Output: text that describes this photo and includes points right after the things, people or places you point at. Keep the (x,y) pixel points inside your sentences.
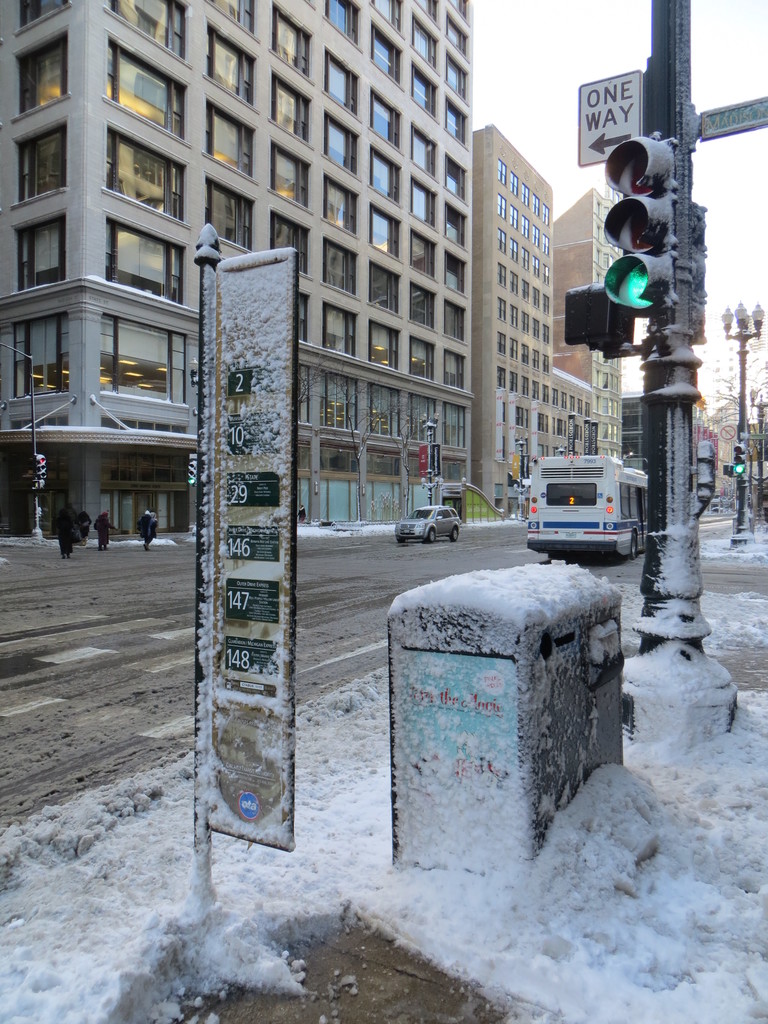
This is the picture of a road (618,567). In the foreground (663,707) there are poles (663,707) on the footpath (532,927) and there are boards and lights (738,467) on the poles (651,658). At the back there are vehicles (631,505) on the road (8,670) and there are group of people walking on the road (131,764). There are buildings (479,401) and trees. At the top (521,96) there is sky (541,93). At the bottom (102,801) there is a road (92,671) and there is snow (556,836).
